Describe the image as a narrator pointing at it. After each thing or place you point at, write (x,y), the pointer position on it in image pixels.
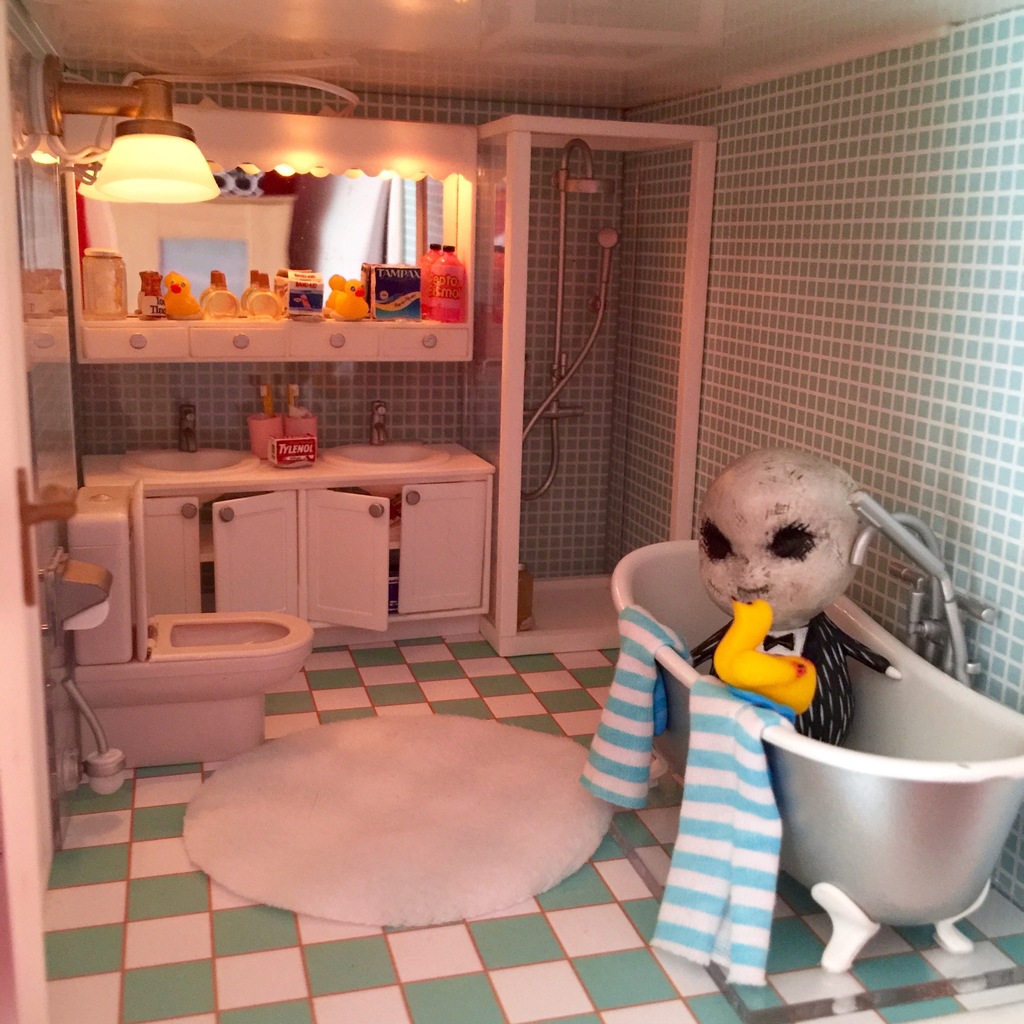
In this image there is a toy washroom (388,806). At the bottom of the image (266,955) there is a floor (387,957). In this image there are many miniature things (376,469). In the background (814,430) there is a wall (778,350) and there are a few cupboards (315,500) with many things (348,295) and there is a mirror (256,261) and there are a few things (263,291) on the shelf (325,334). On the left side of the image (18,698) there is a door (23,395) and there is a toilet seat (141,704). At the top of the image (405,24) there is a ceiling (256,46) and a lamp (159,184). On the right side of the image (702,635) there is a bathtub (657,601) with a towel (737,707) and there is a toy man (776,553) in the bathtub (917,768).
